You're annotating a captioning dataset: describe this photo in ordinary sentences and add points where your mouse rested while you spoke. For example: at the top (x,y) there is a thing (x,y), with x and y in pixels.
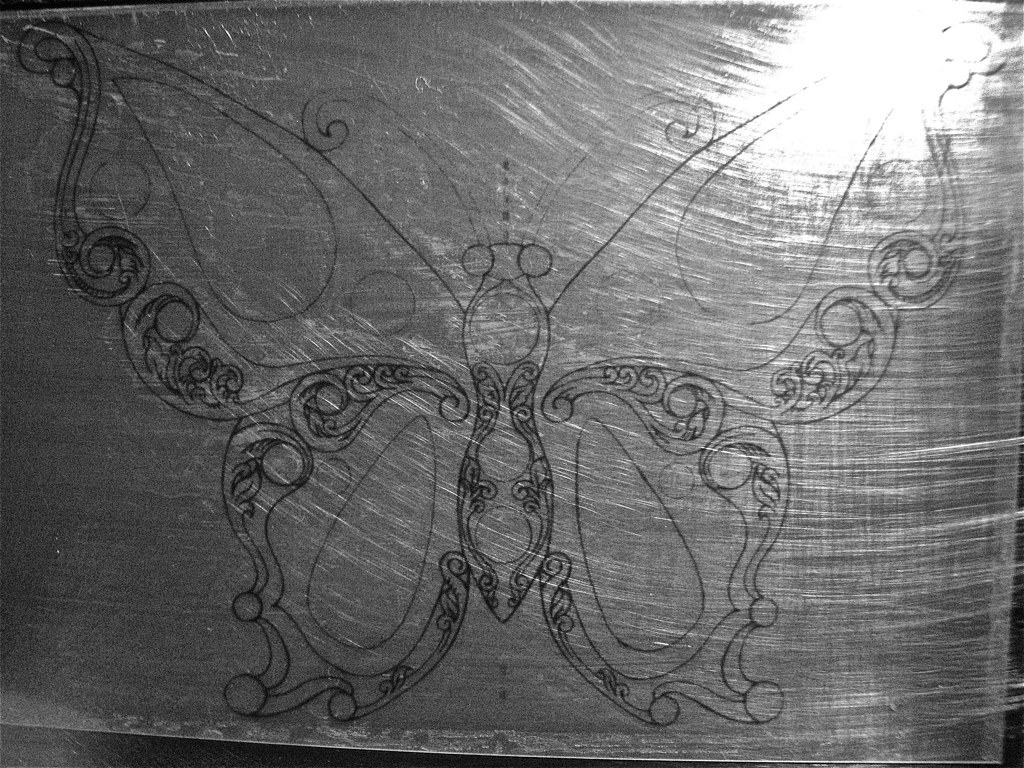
In the given picture, I can see a butterfly (88,107) which is drawn.
